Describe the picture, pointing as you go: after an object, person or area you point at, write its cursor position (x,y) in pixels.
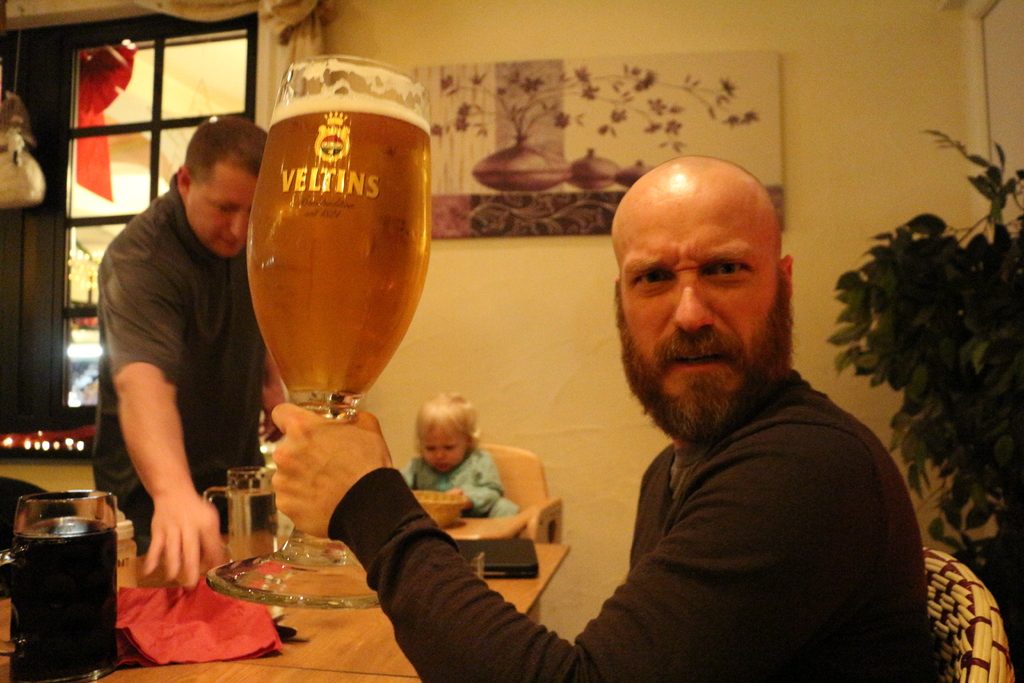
In this image I can see two men (698,544) and a child (450,465). Here I can see he is holding a glass (270,240) with drink (361,256) in it. In the background (540,253) I can see a frame (740,130) on this wall (846,193) and here I can see a plant (919,380). I can also see few more glasses (70,568) on this table (287,654).
